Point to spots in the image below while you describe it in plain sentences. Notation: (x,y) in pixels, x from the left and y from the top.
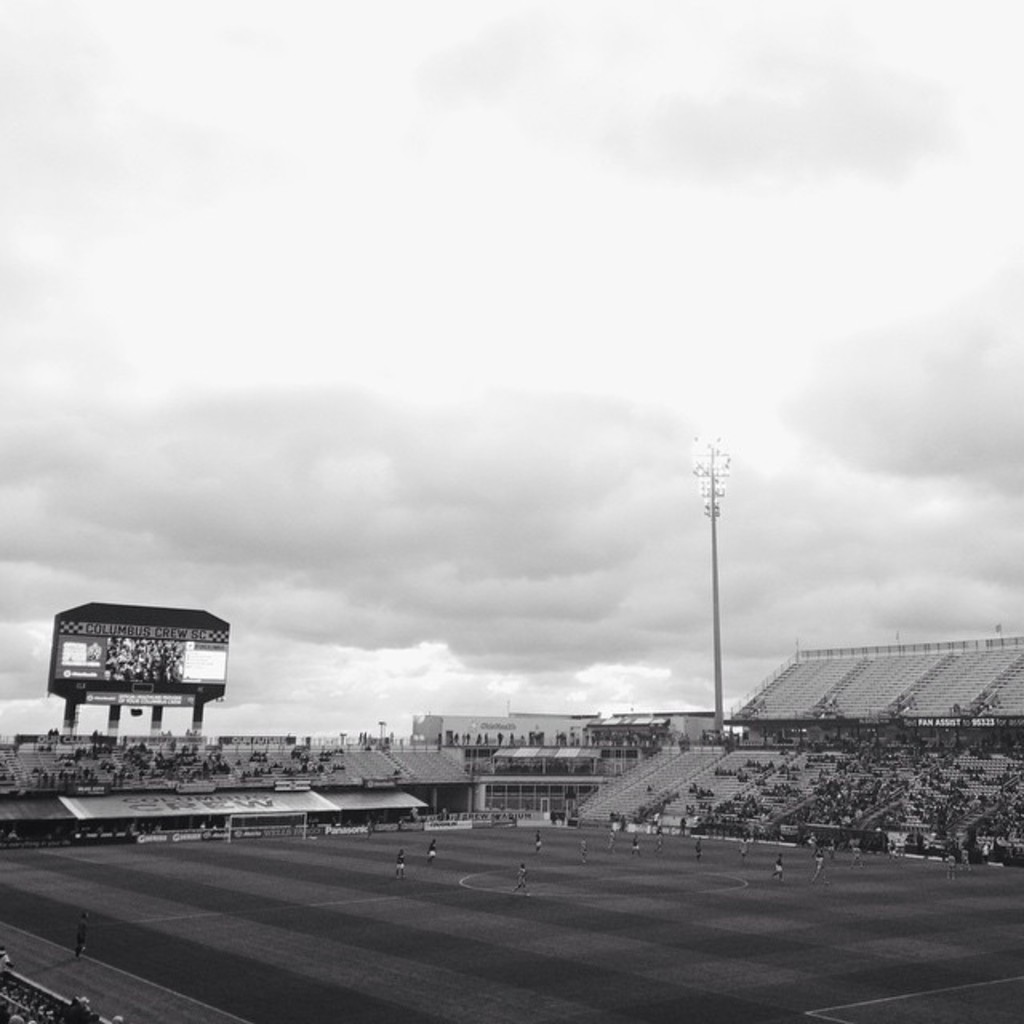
This is a black and white image. In this image we can see there is a stadium (310,809). In the stadium (415,855) there are few audience (37,1009) are watching the players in the playground (466,916). In the background (509,488) there is a sky (522,421).
